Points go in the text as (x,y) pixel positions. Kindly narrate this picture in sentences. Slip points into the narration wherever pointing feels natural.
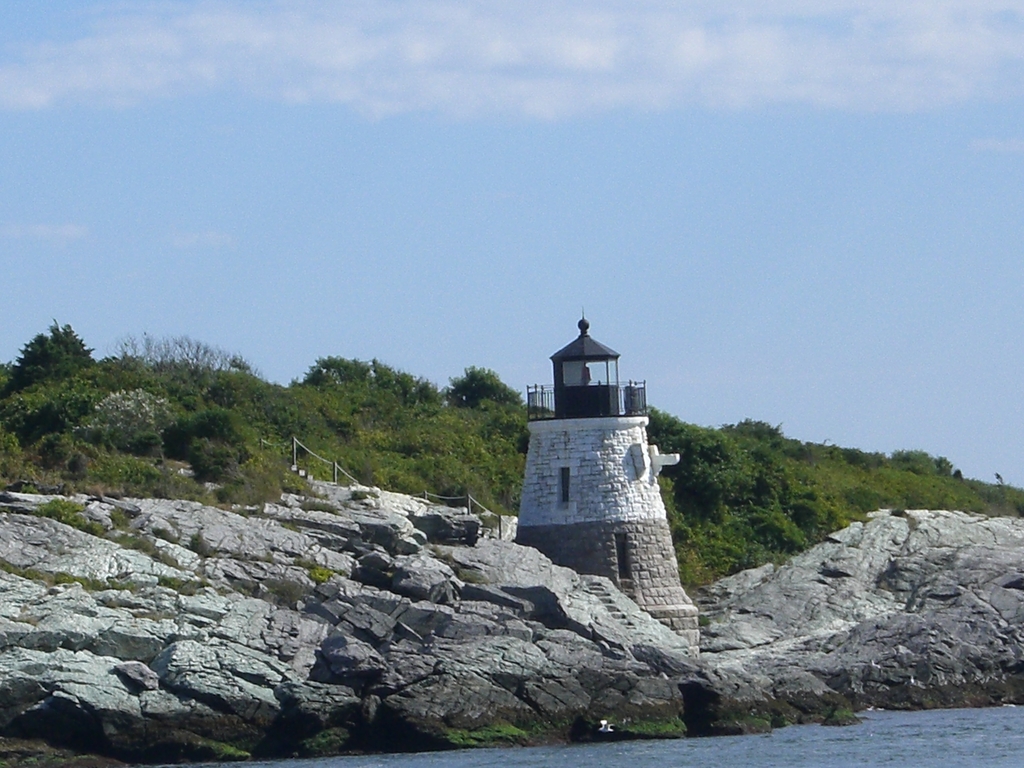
In this picture there is a light tower (626,432) near to the mountain (768,616). In the background (806,478) we can see many trees (898,481), plants (872,510) and grass (911,499). At the bottom (645,747) we can see the water (896,749). At the top (744,14) we can see sky (597,34) and clouds (678,24).
